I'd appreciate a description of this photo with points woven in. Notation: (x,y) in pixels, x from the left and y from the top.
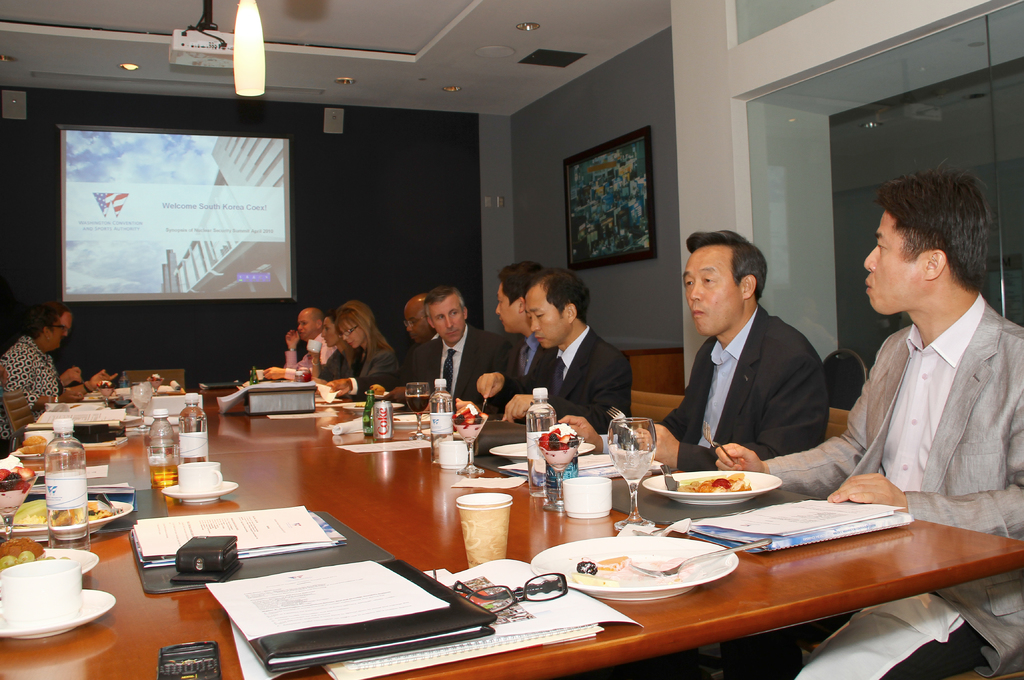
In this image we can see a group of people (911,412) wearing coats (805,409) and sitting in front of the table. One person (941,455) wearing a grey coat (940,446) is holding a spoon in his hand (747,450). On the table (184,593) we can see the group of bottles (71,494), plates (679,479) with food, spoons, cups (508,525), books (435,581) and spectacles (549,591). In the background (627,201), we can see a photo frame (642,194) on the wall (658,199), screen (241,218) and some lights (238,84).
